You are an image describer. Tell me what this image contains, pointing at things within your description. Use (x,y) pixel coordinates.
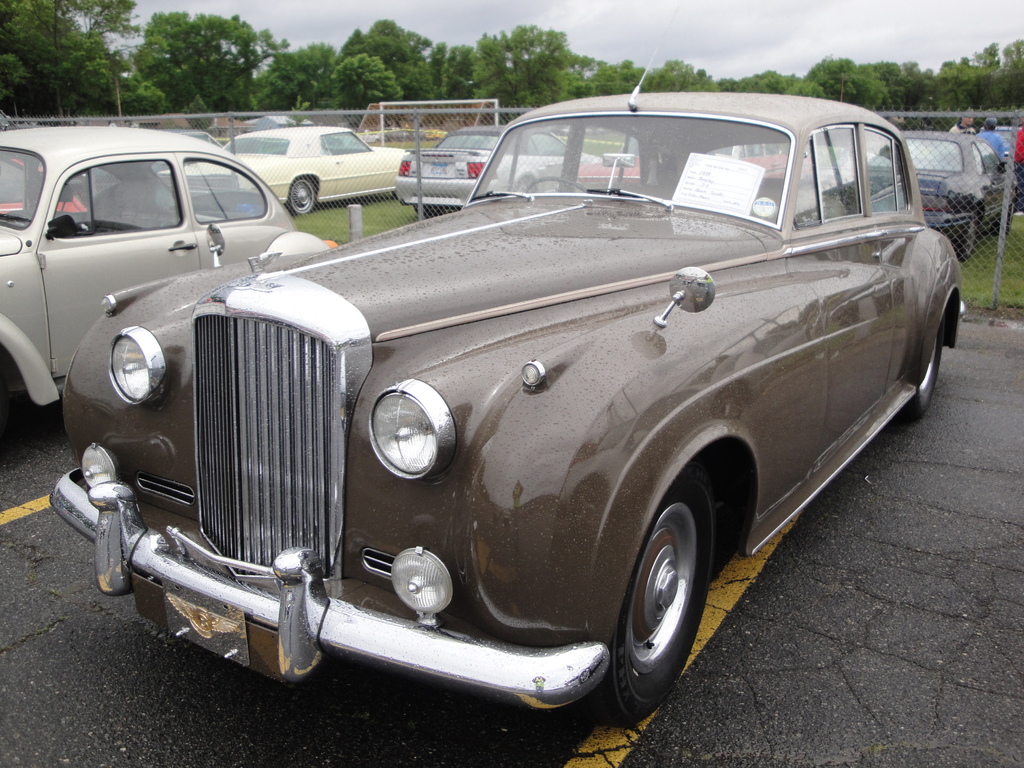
In front of the picture, we see a car (647,382). Beside that, we see a grey color car (251,175). At the bottom (739,630), we see the road (730,698). Behind the cars (533,218), we see the fence (1010,171). Behind the fence (490,123), we see the cars (331,152) parked, grass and three people (1001,148) are standing. There are trees (592,93) in the background (592,93). At the top (661,47), we see the sky (628,42).
